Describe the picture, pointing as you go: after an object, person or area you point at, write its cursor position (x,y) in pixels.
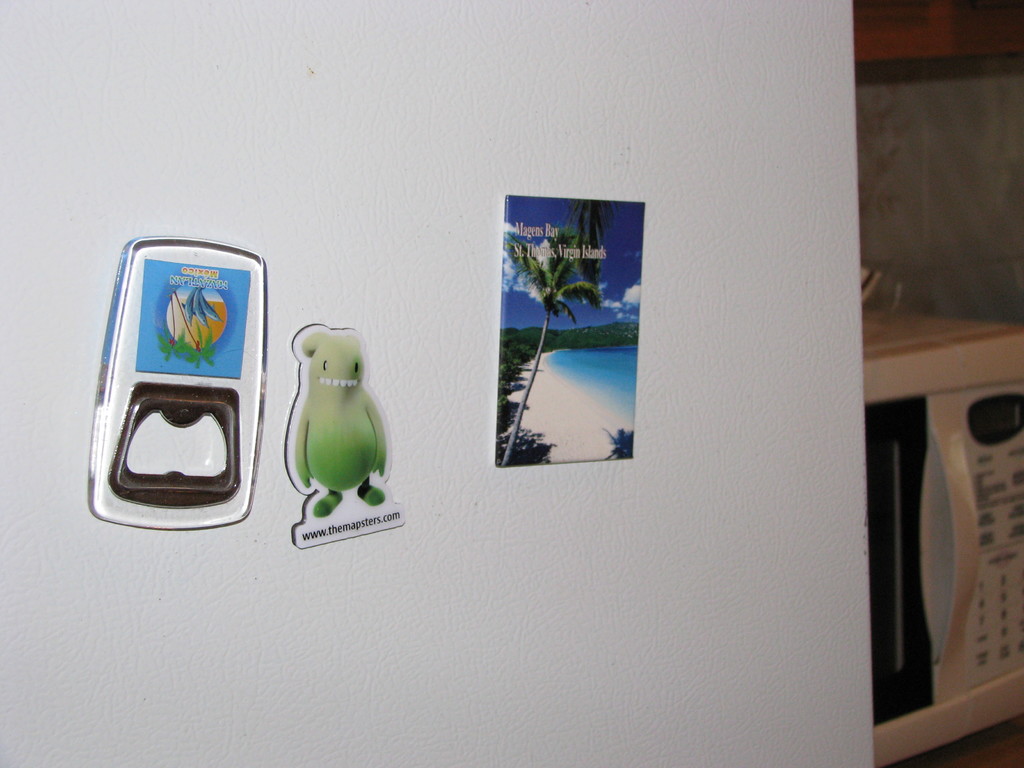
Here in this picture we can see stickers (336,351) present over a place (444,324) and beside that we can see a microwave Oven (934,367) present on a table (920,753).
